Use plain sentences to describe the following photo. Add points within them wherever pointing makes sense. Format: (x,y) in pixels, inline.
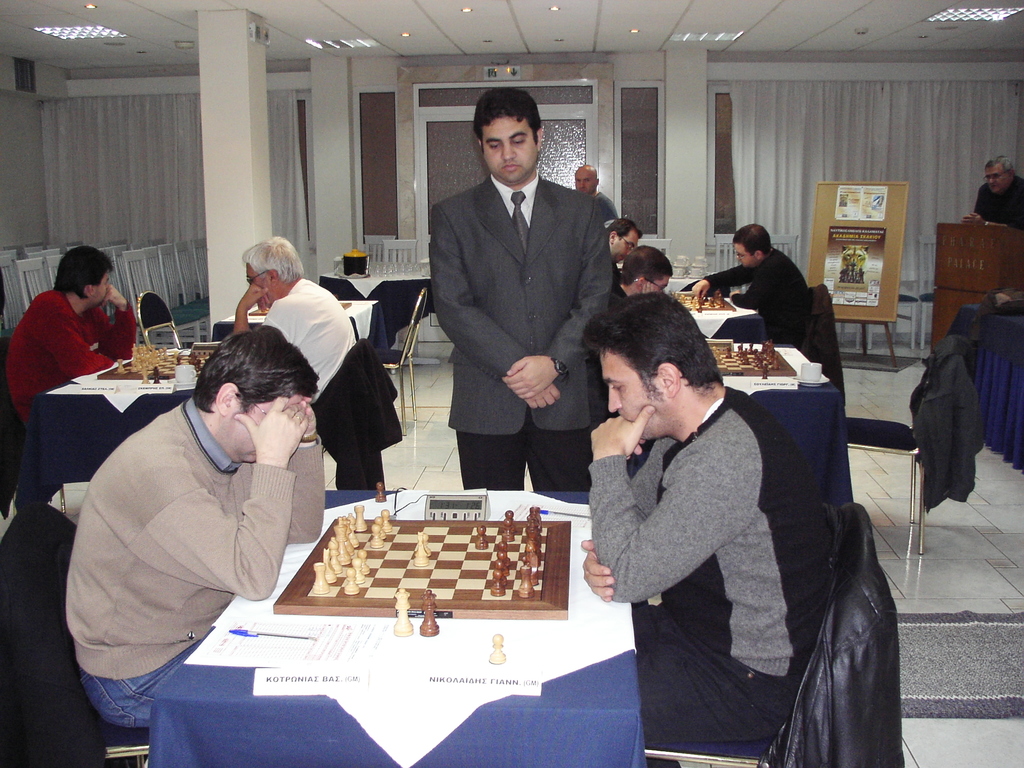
In this room (317,126) a chess competition is being taken place. There are many men (663,269) playing chess. On the right (723,452) a man (671,546) with gray t-shirt (713,449) and on the left (169,526) a man (91,532) in brown sweater (237,496) are playing chess. And there are white curtains (157,161) in the background (823,132) on the left (99,165) and the right and white ceiling (533,19). In the center (445,314) a man (560,286) with gray suit (513,288) is standing and looking at the chess game (497,593). On the right corner (1004,167) a man (997,196) near the podium (957,225) is standing and looking at everybody playing chess.
